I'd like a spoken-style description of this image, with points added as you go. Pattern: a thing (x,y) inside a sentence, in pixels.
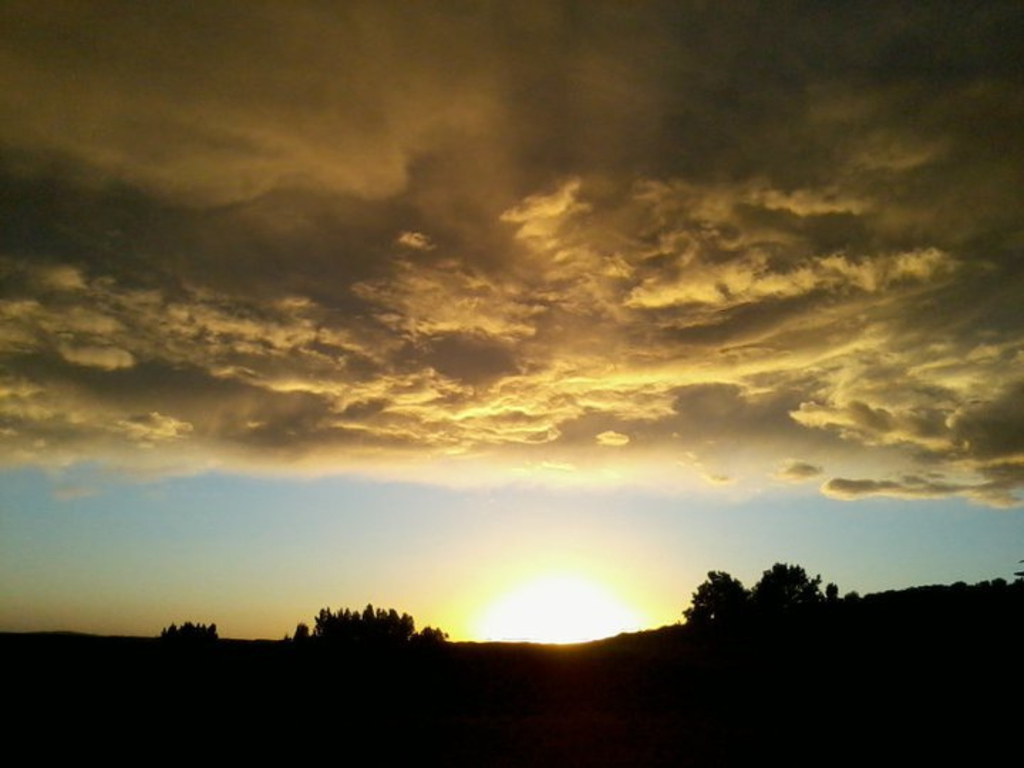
At the foreground of the picture (761,613) there are trees (749,618) and sun (543,598) is rising. Sky (124,390) is filled with clouds (479,348).
